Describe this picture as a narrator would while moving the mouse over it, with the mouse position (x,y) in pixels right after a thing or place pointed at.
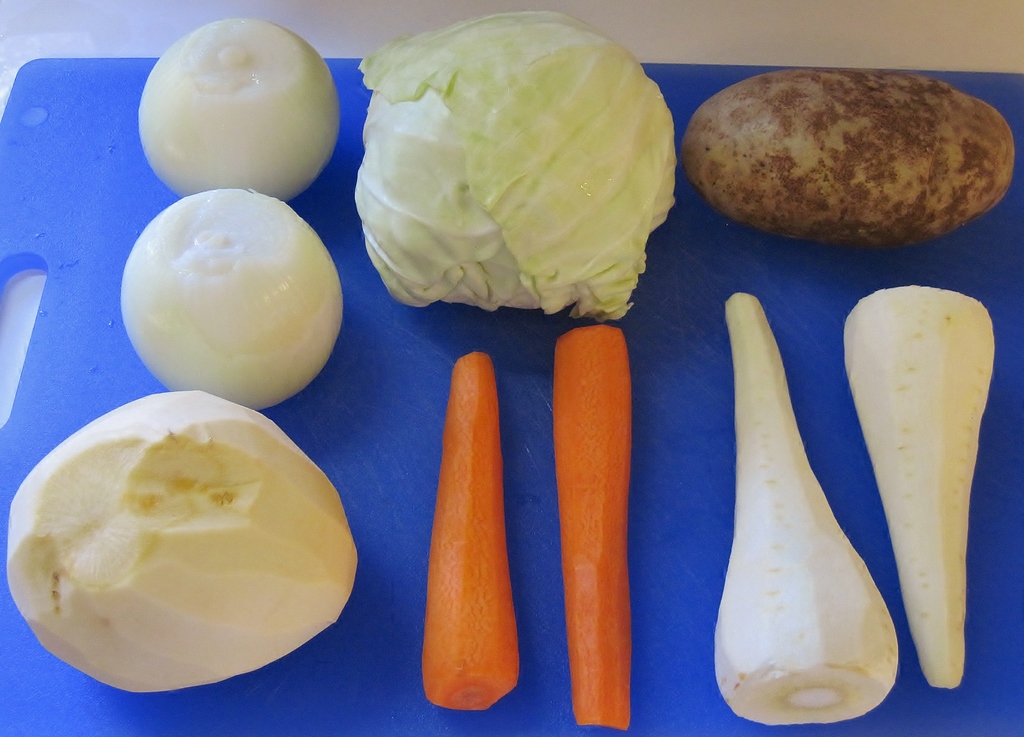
In this image, I can see two carrots (564,501), two parsnips (930,488), one potato (883,195), one cabbage (521,159), two white onions (260,266) and some other vegetable (186,554) on a chopping board (112,216).
